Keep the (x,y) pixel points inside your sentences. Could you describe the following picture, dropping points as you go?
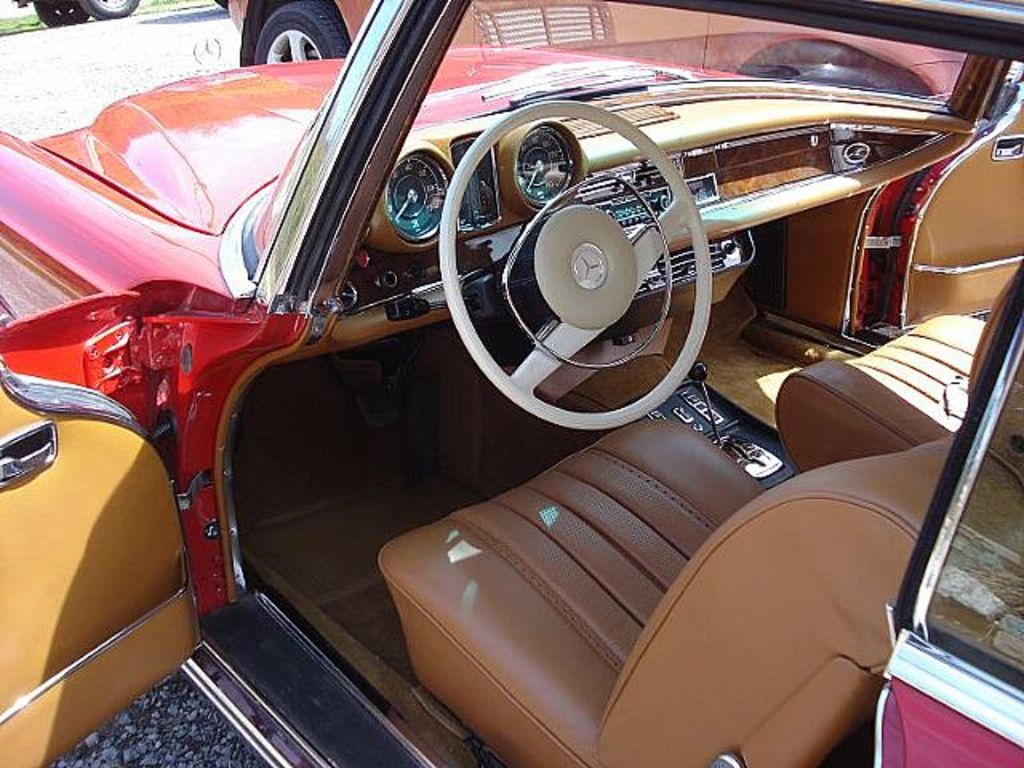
In this image I can see a car (195,252) which is red in color and I can see the dashboard (713,221) of the car (518,205), the steering (624,260), the speedometer (534,193), the door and the seats (571,536) of the car (648,559) which are brown in color. In the background (275,53) I can see few other vehicles (298,41) on the road (113,88).
